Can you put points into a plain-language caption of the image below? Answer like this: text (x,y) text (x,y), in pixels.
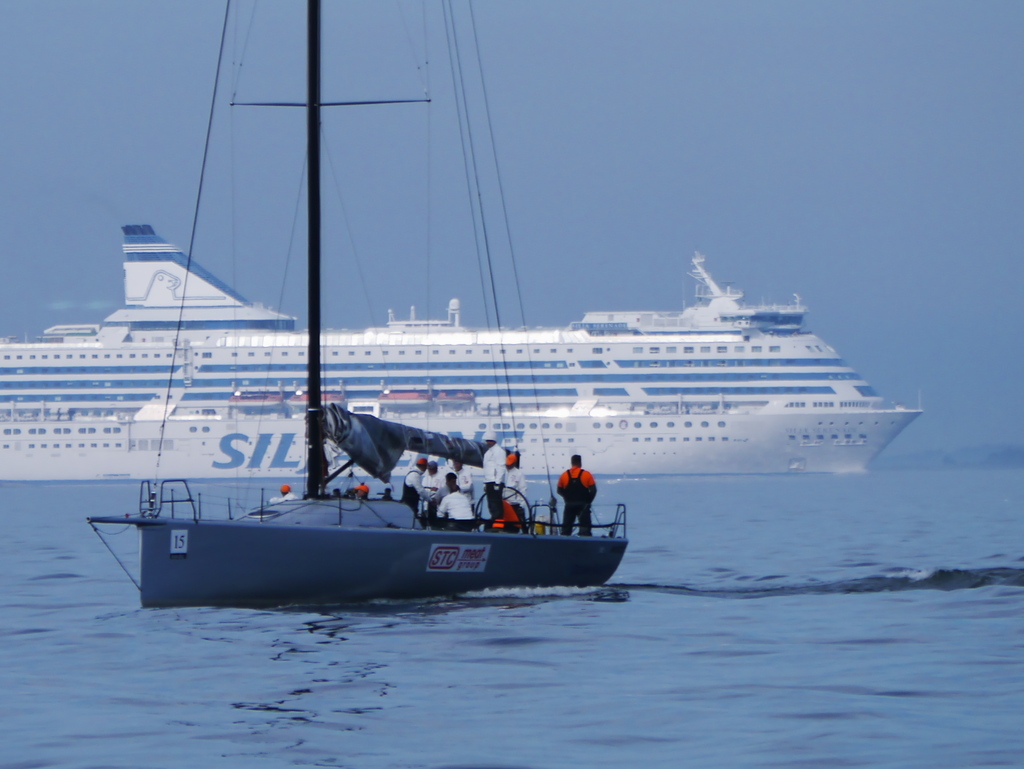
In this image there is a boat (301,562) sailing on the water (561,616). Few persons (489,491) are in the boat (414,570). Behind the boat (477,578) there is a ship (495,416) sailing in water (765,538). Top of image (474,144) there is sky (589,134). A person (575,491) wearing a orange shirt (584,471) is standing in the boat (570,541).
